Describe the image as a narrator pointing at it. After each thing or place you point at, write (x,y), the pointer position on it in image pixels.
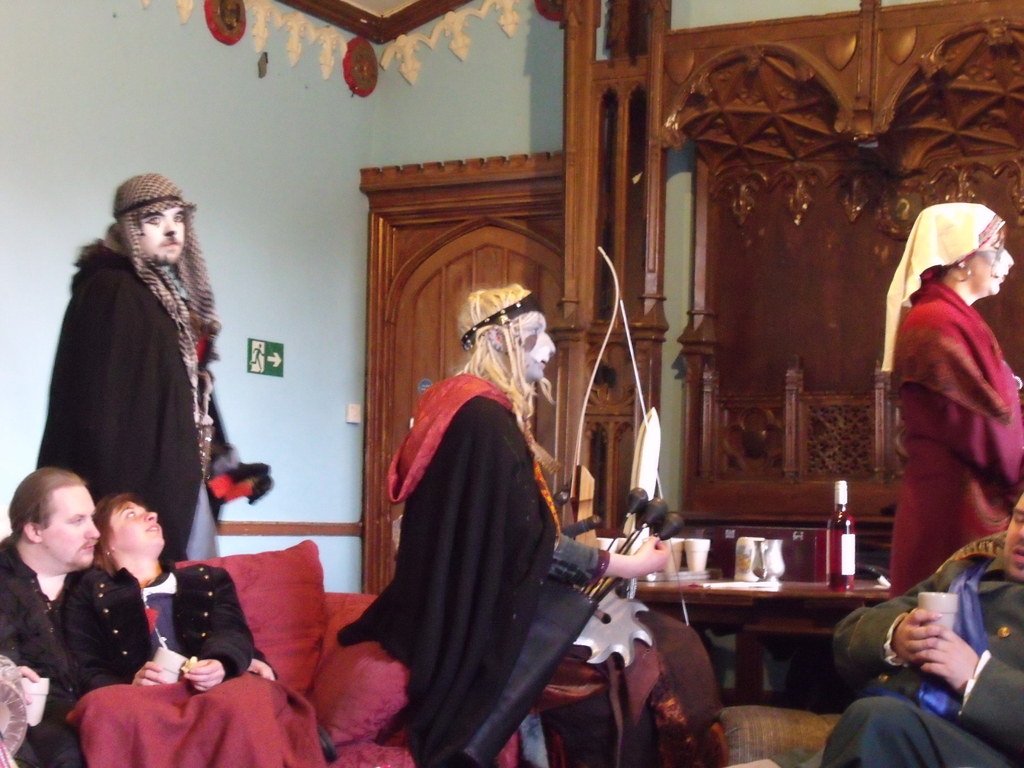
In this image we can see some people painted their faces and we can also see some people (95,555) are sitting. we can see door (435,352), bottle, wall (71,123) and wooden objects (648,345).
